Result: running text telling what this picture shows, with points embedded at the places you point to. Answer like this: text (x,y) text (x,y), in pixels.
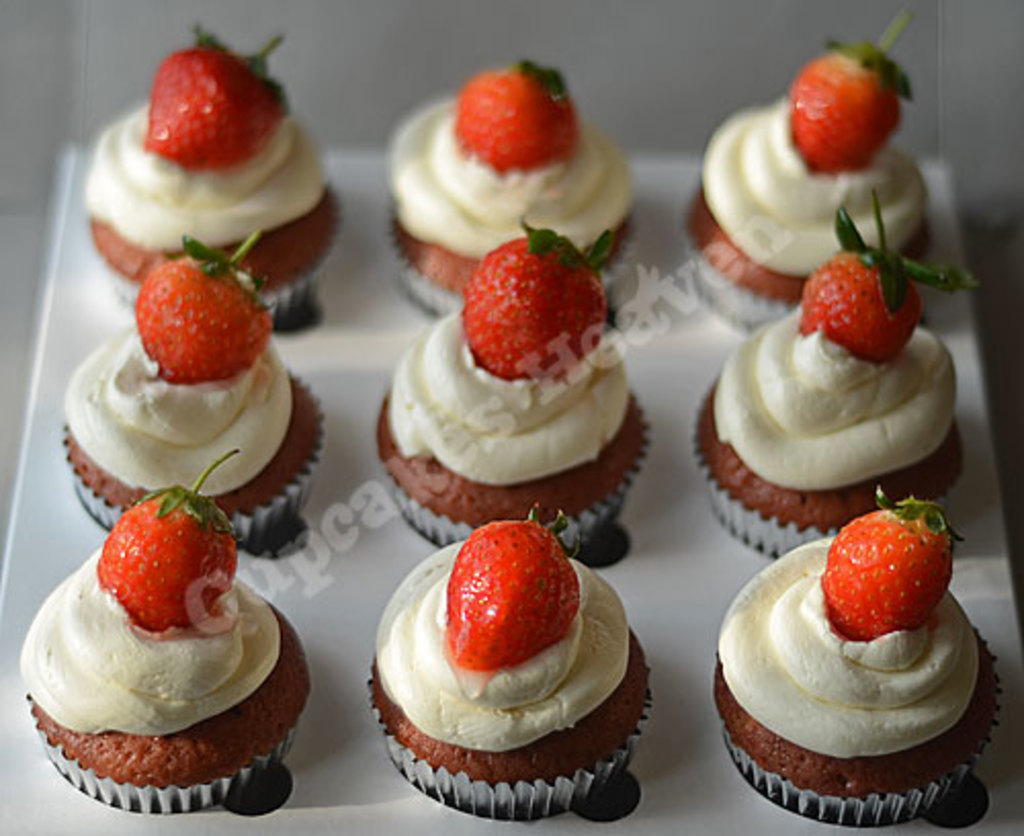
In this image we can see strawberries (171,143) on the cupcakes (548,446) on a platform (380,498).
